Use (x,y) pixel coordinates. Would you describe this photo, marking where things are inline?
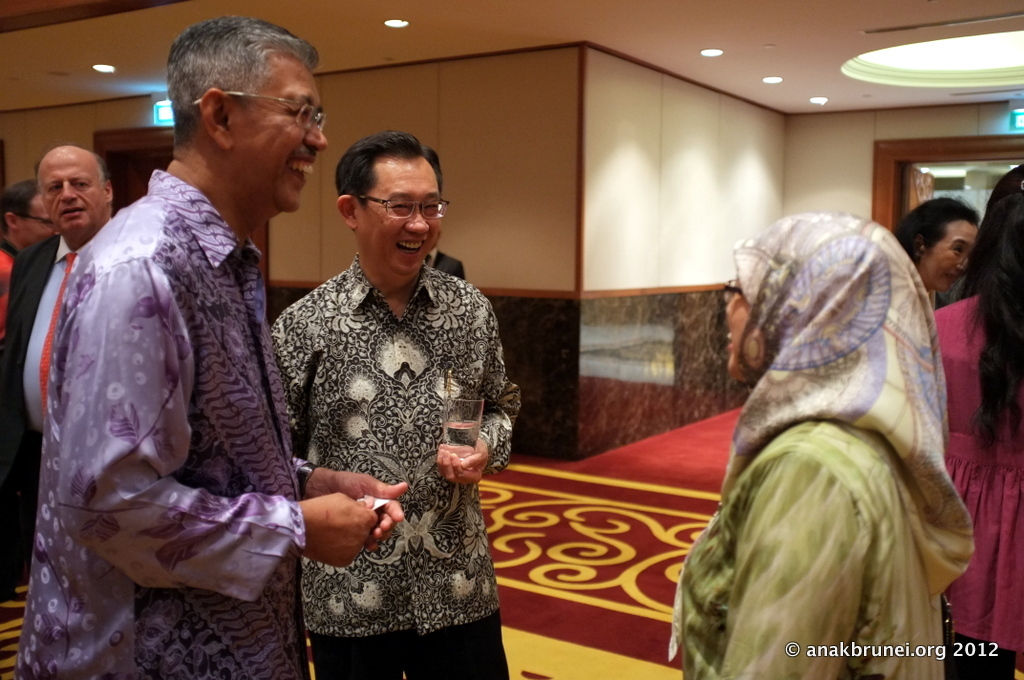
In this image there are few people (218,220) in which one of them holding a glass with some drink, there are doors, lights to the roof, sign boards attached to the wall (543,430), a floor mat (569,536) with some design (546,593).
